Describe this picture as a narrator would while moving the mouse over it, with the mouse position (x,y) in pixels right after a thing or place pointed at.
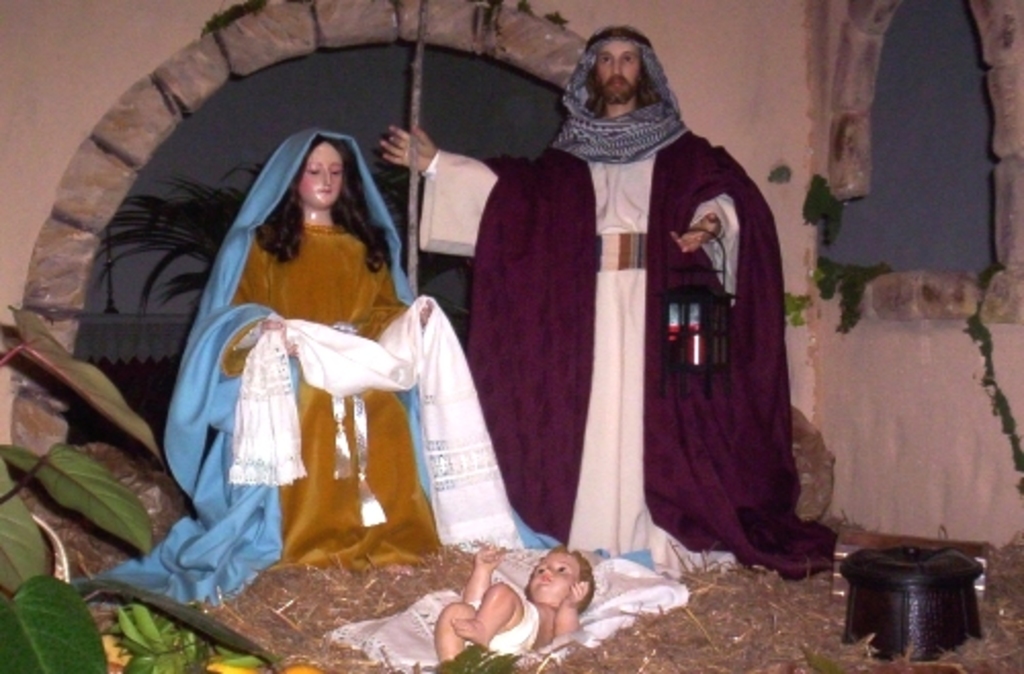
In this image, we can see few statues (510,429) on the grass (807,623). Here we can see plant leaves (70,591), few objects (313,667). Background (803,116) there is a wall (787,122), plants (180,288), pole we can see. At the bottom of the image (519,638), we can see a baby (530,618) is laying on the cloth (609,595).
